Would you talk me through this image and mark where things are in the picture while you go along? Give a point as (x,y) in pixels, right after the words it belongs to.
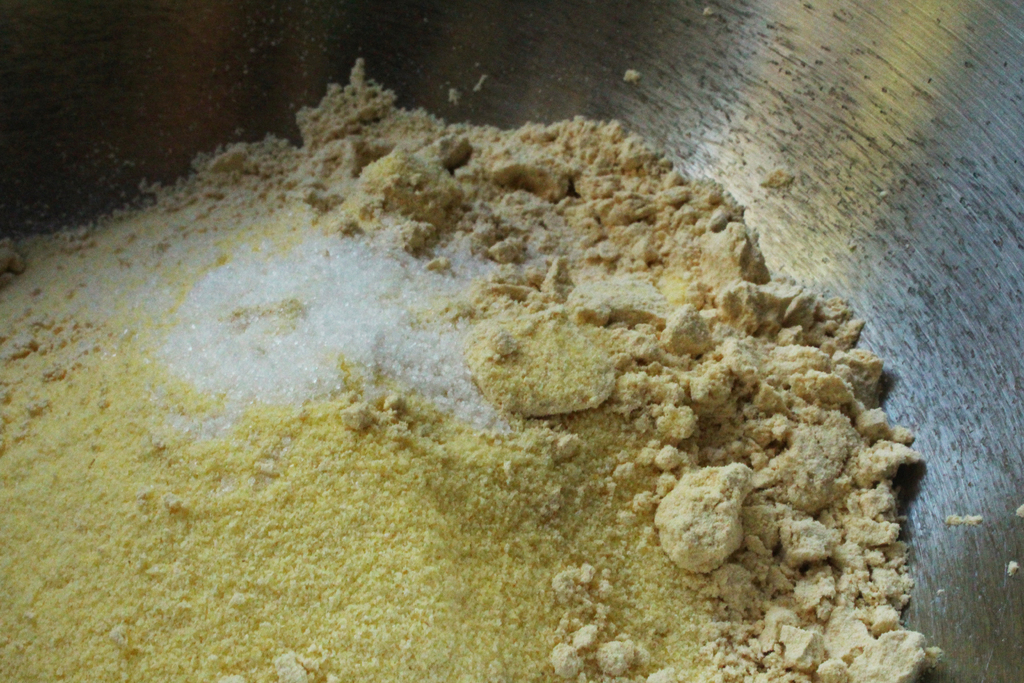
In this image I can see a bowl (907,171) and in the bowl (739,125) I can see few powders (644,311) which are yellow, cream and white in colors.
